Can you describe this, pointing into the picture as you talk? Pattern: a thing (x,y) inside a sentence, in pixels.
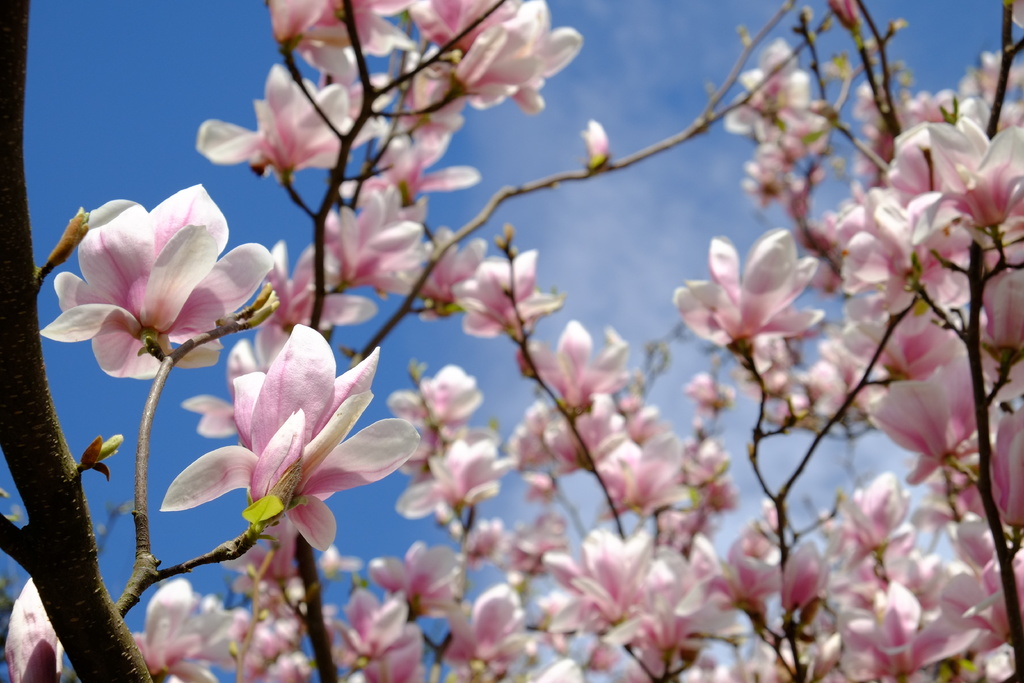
In this picture we can see plants (322,383) with flowers (223,301) and we can see sky (633,523) in the background (505,335).
